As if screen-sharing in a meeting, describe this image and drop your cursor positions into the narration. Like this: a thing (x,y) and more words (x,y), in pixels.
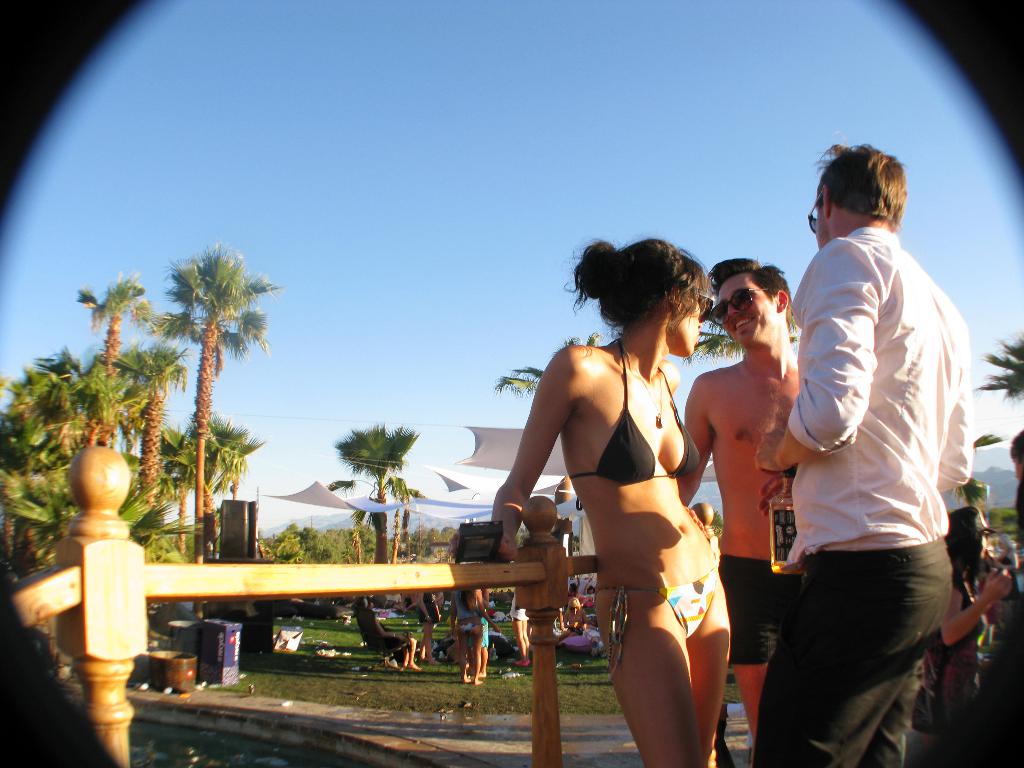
In this image I can see few people (664,453) and one person (837,426) is holding something. I can see few trees (204,519), fencing (409,574), white color clothes (374,510) and few objects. The sky (356,215) is in blue color.
